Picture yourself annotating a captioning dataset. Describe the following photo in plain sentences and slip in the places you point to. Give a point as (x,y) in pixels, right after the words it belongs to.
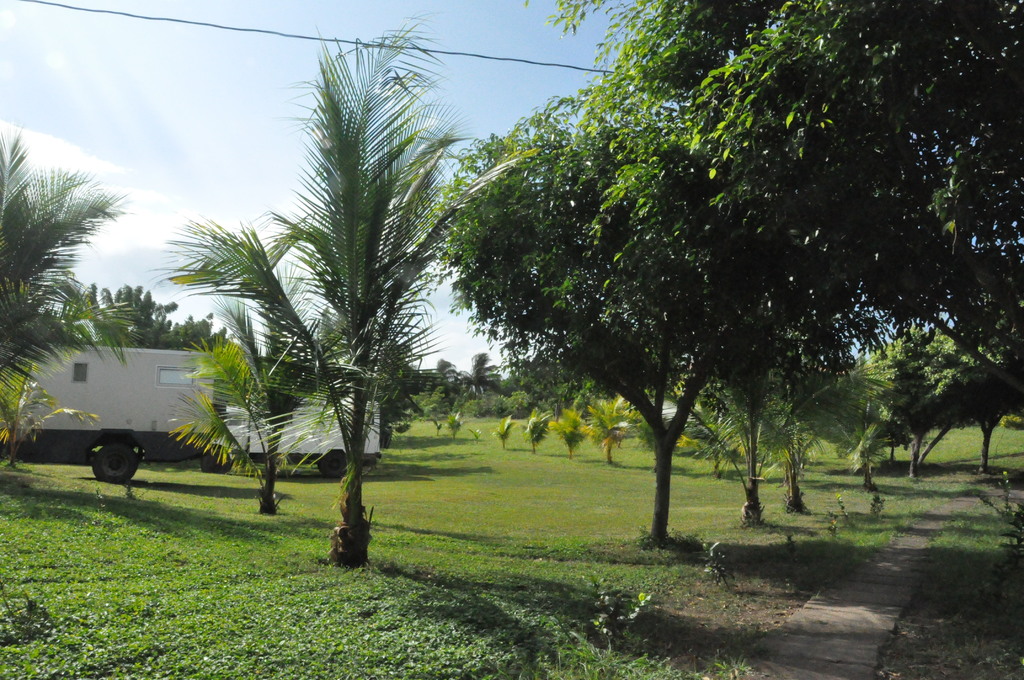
In this image I can see an open grass ground (481,489) and on it I can see shadows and two vehicles (184,401) on the left side (122,435). I can also see number of trees (472,391) and in the background (240,180) I can see the sky (223,197), a wire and clouds (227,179).
